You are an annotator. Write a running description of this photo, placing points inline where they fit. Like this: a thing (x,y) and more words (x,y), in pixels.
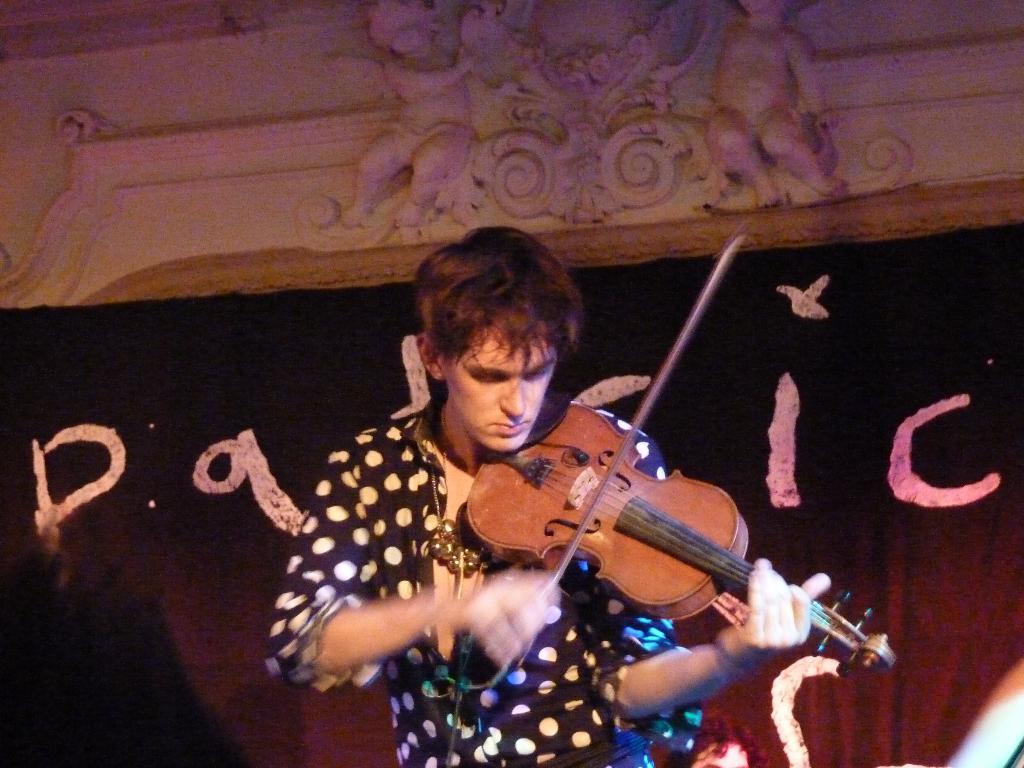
In this image I can see a man (650,752) is holding a musical instrument (698,530). In the background (796,500) I can see a poster (839,674) and one more person (737,723).
